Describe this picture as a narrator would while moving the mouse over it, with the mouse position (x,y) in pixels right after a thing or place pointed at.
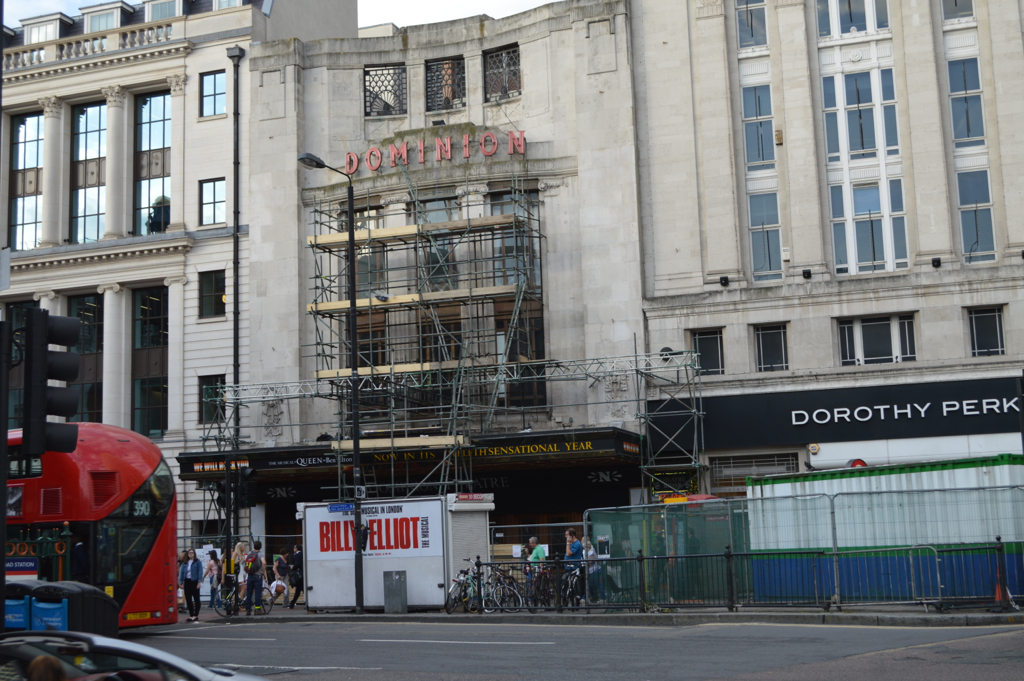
At the bottom of the image (1021,522) we can see fencing (595,579), cycles (543,593), road (484,642), traffic signals (29,394) and vehicles (146,596). In the background (188,422) there is a pole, building (260,351) and sky (360,12).
